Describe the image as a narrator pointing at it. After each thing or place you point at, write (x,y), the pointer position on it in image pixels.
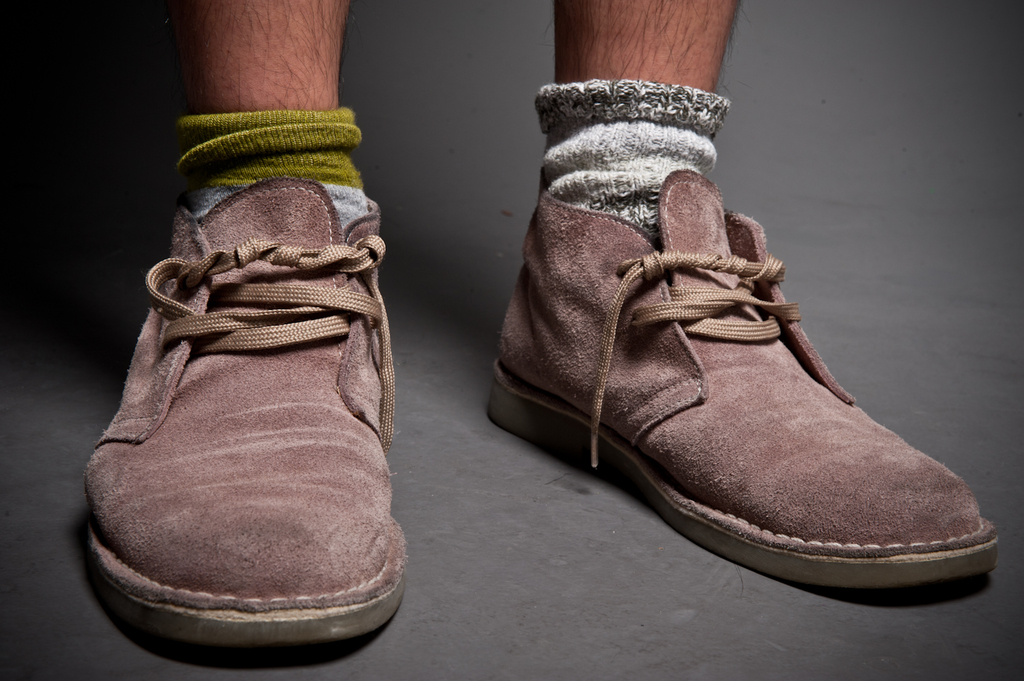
In this image there is a leg (284,41) of a person (604,11). He is wearing shoes (629,337) and socks (603,163). On the shoes (351,419) there are laces (360,307).
